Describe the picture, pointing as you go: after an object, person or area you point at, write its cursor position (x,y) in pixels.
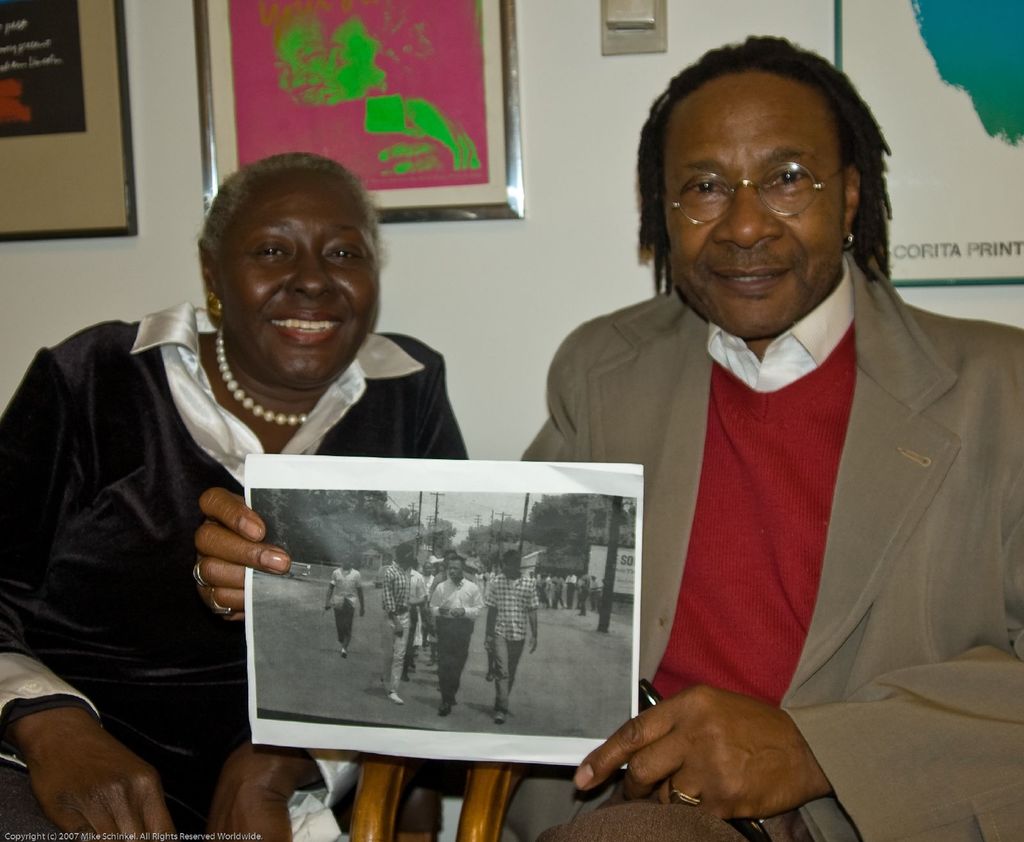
In this image at front (83,618) there are two persons (13,592) sitting on the chair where the right side person (752,440) is holding the paper (415,471) and a pen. In the background (470,165) there is a wall (553,52) with the photo frames (949,50) attached to it.
